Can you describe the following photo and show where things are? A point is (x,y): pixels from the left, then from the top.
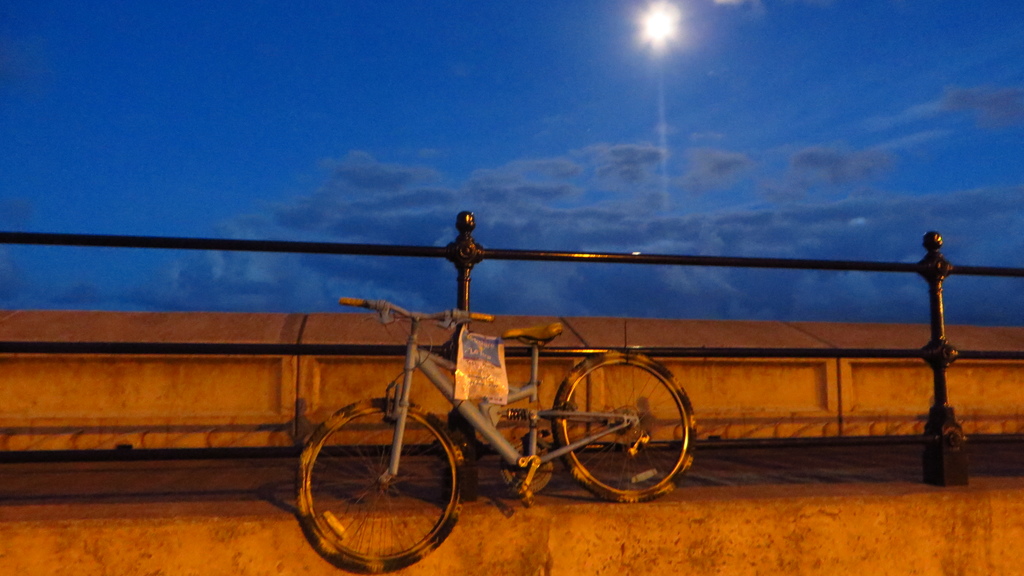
In this picture, we can see bicycle (395,438), and we can see poster (463,392), fencing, a path (652,482), and the sky (672,228) with clouds (733,168), and moon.
